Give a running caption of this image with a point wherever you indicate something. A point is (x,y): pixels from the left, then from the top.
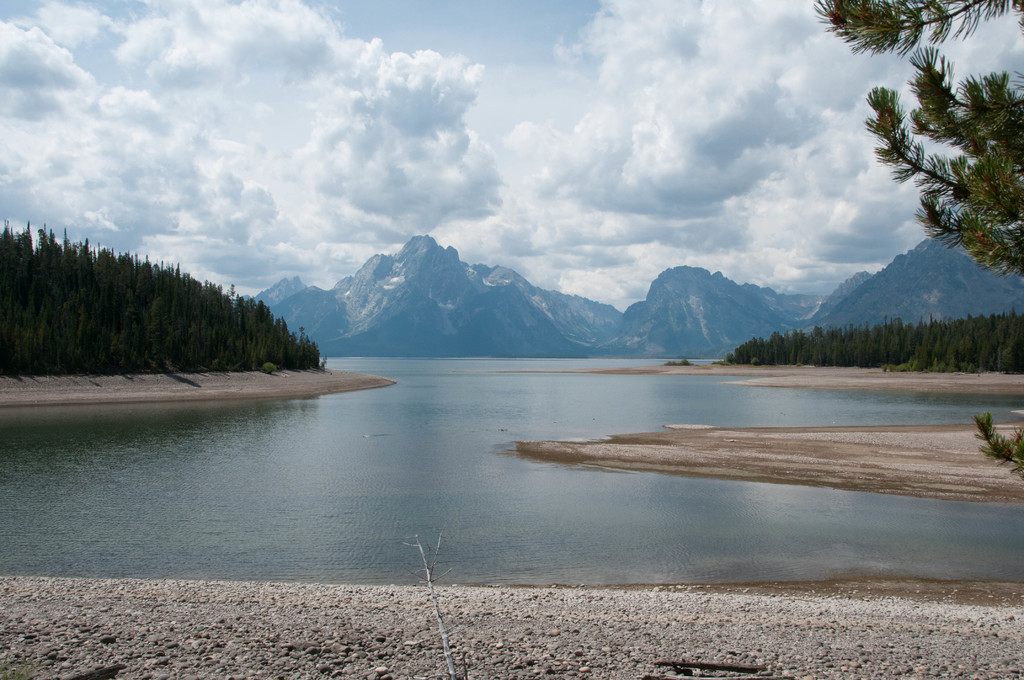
We can see water (691,383) and trees (931,20). In the background (800,310) we can see hills (647,299) and sky (552,151) is cloudy.
